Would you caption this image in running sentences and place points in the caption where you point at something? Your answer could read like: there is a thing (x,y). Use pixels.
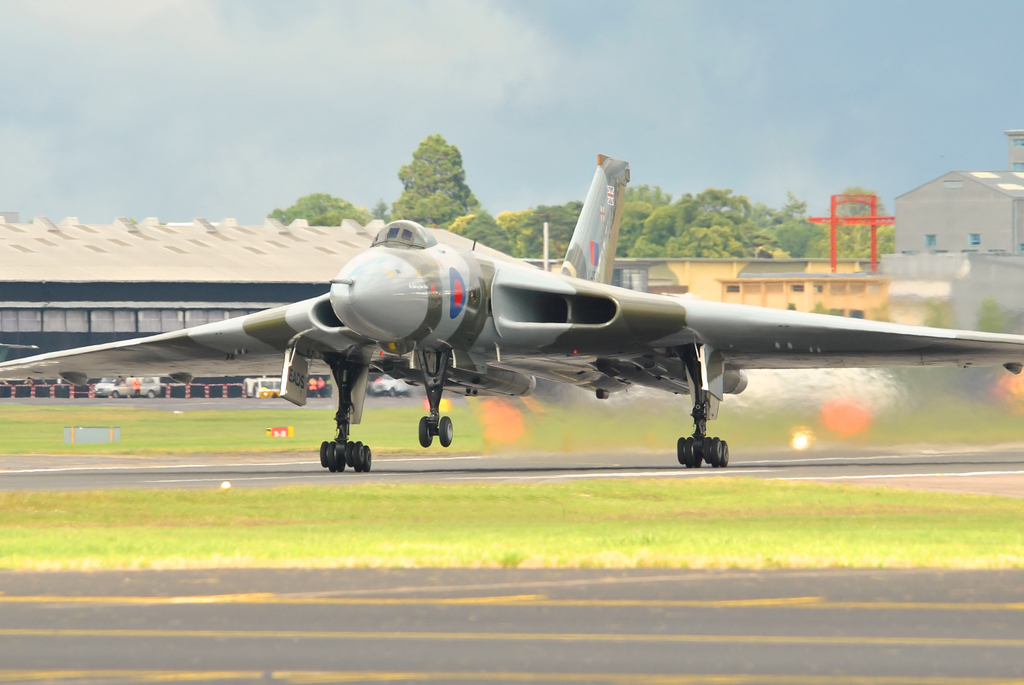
This picture shows a jet plane (52,357) on the runway (376,468) and we see buildings (826,293) and trees (566,216) and few cars (251,392) and we see grass (460,556) on the ground (244,565) and a blue cloudy Sky (414,131).
